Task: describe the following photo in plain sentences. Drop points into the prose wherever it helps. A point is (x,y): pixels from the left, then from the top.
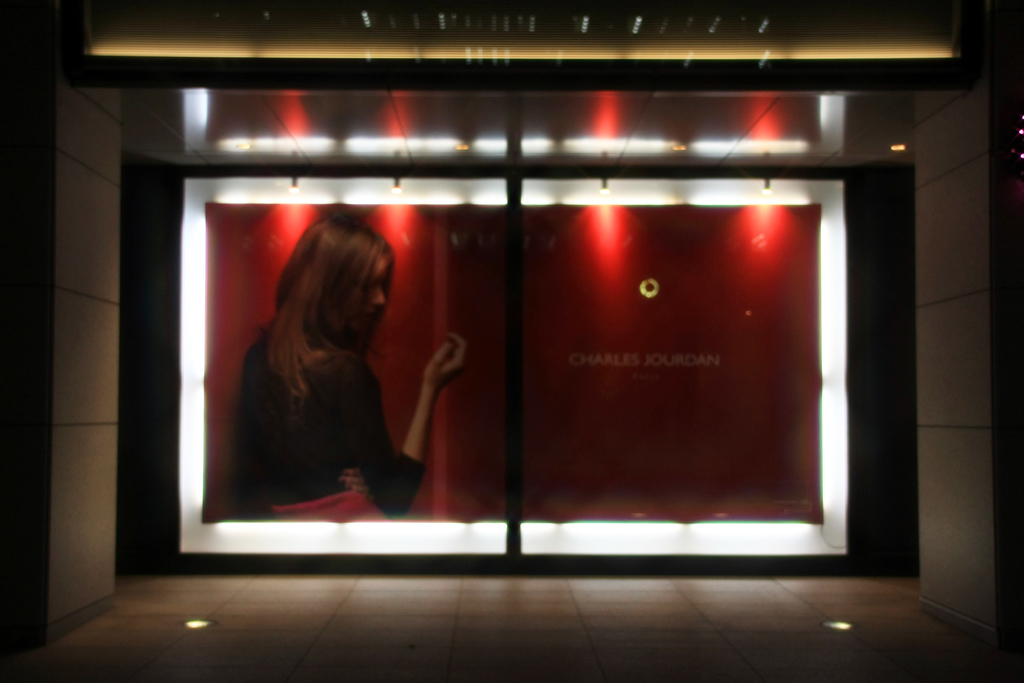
In this image there is the wall (26,162), on which there is the screen (563,380), on the screen (691,256) I can see a person image (306,258) and text (659,355).
